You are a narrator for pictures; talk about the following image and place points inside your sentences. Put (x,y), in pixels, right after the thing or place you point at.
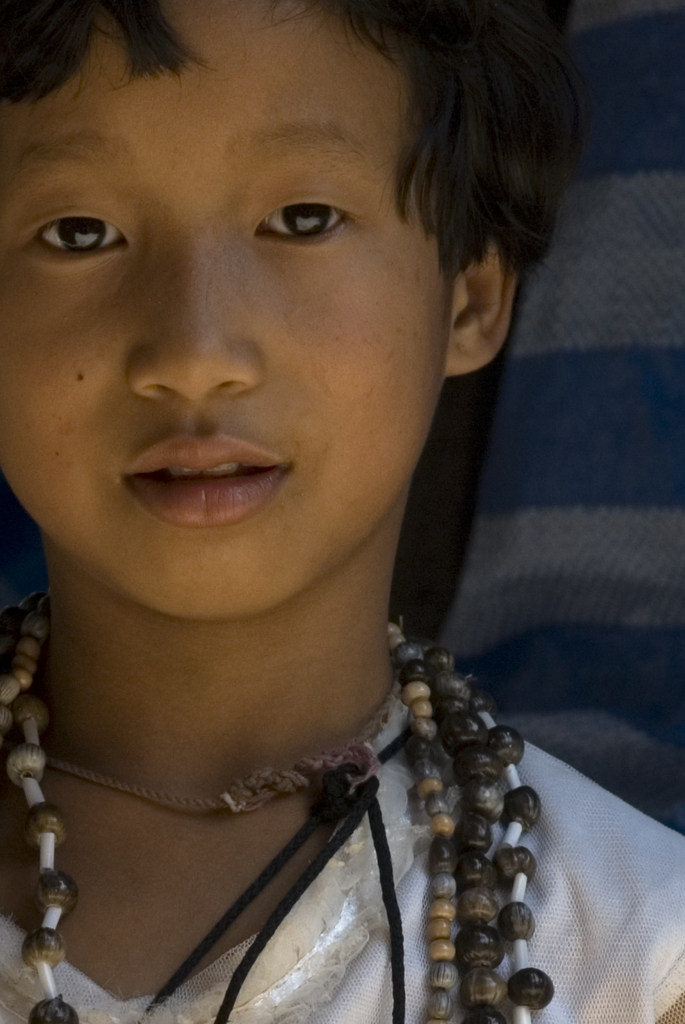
In this image I can see a person (327,840) wearing white color dress (617,904), looking at the picture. At the back of this person (496,839) I can see a cloth (587,587) which is in white and blue colors.
